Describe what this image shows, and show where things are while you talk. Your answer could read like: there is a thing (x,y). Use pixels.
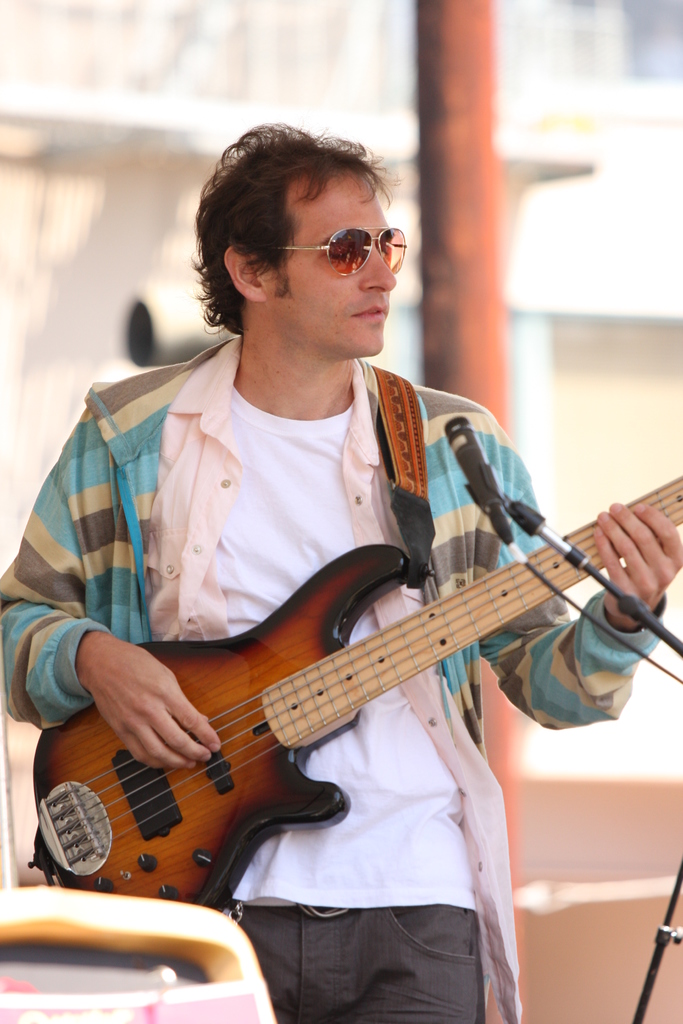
In this picture we can see man (323,518) wore jacket (138,524), spectacle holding guitar (124,764) in his hand (668,530) and playing it and in background (426,232) we can see pillar (465,233) and it is blur.
